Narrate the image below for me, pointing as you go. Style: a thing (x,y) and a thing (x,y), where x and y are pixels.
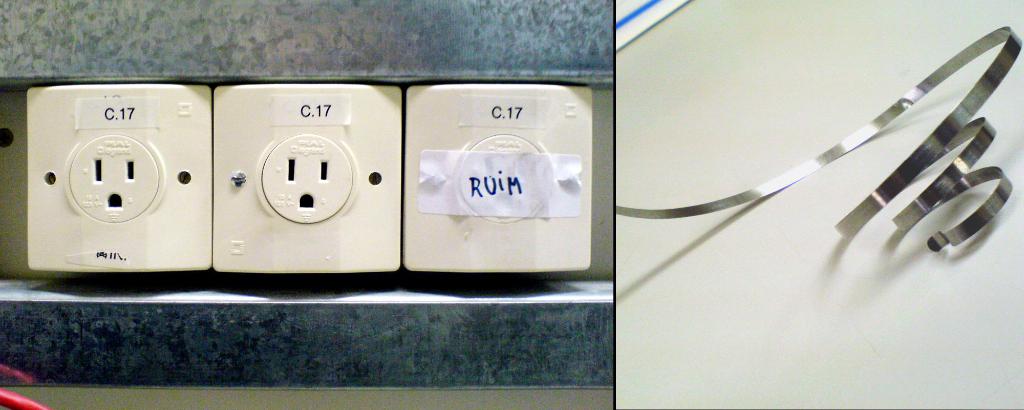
In this image we can see electric sockets (251,199) and there is a metal strip (962,139) placed on the surface (719,256).
